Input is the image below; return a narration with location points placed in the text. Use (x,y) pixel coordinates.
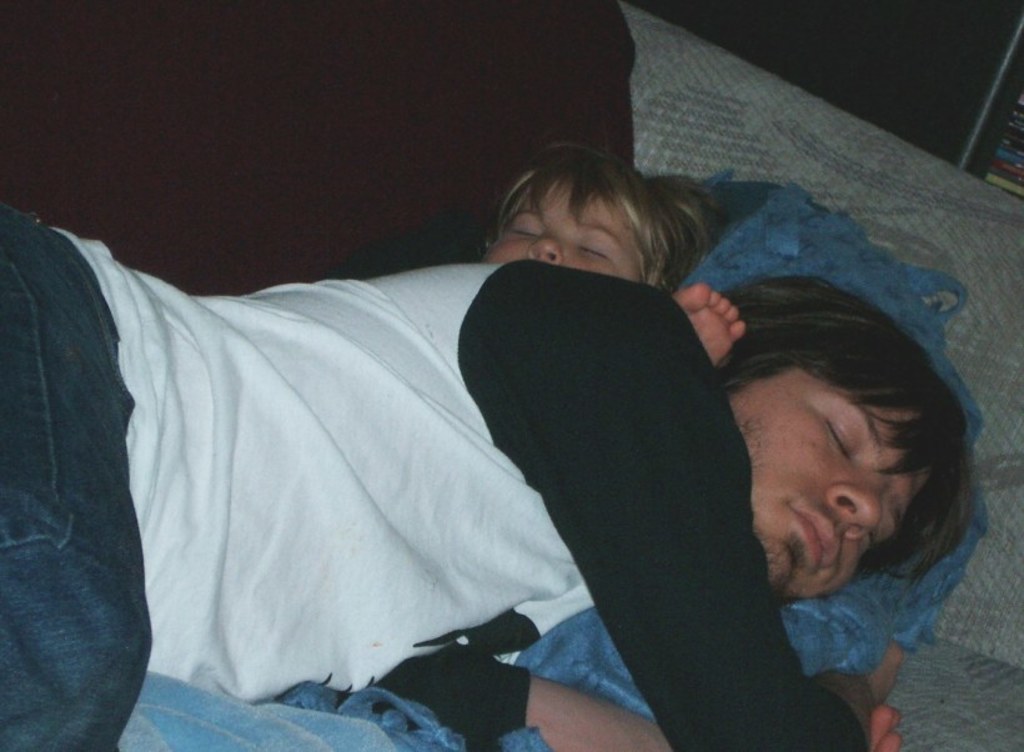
In this image we can see two persons (555,440) sleeping on the bed (785,175) and there are blankets (549,666) on the bed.
